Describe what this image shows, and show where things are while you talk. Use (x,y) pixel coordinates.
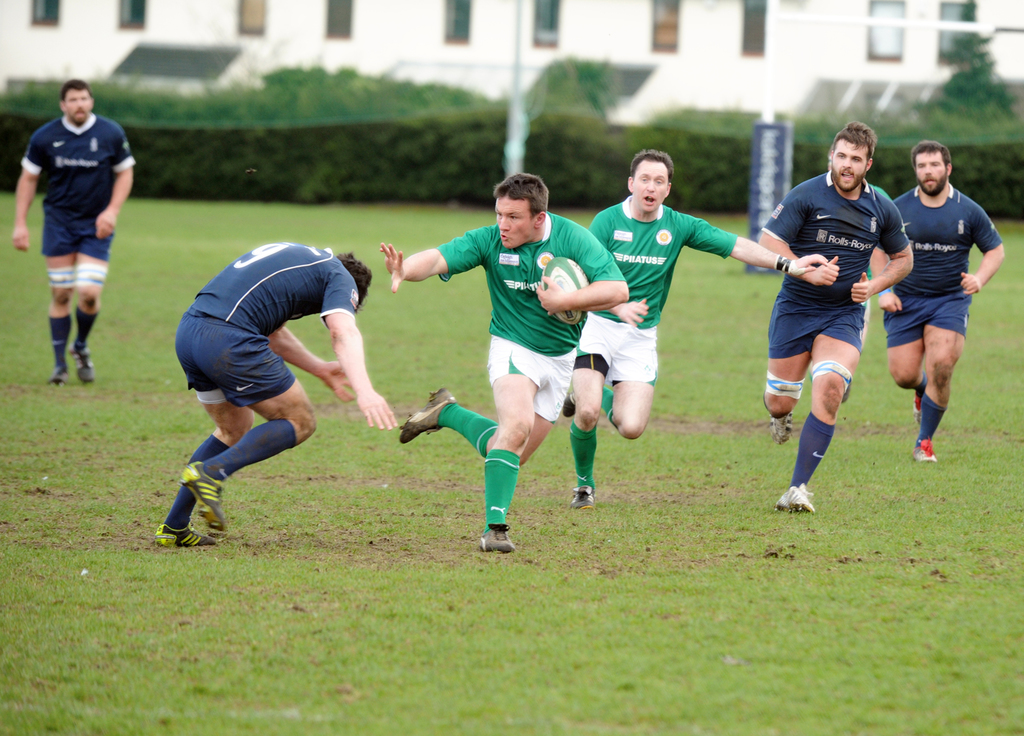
On the background (369,24) we can see building (513,52) with windows (669,52). Here we can see plants (588,125). In a ground (135,244) we can see few men (882,292) running playing a Rugby game. This is a fresh green grass (599,676).
